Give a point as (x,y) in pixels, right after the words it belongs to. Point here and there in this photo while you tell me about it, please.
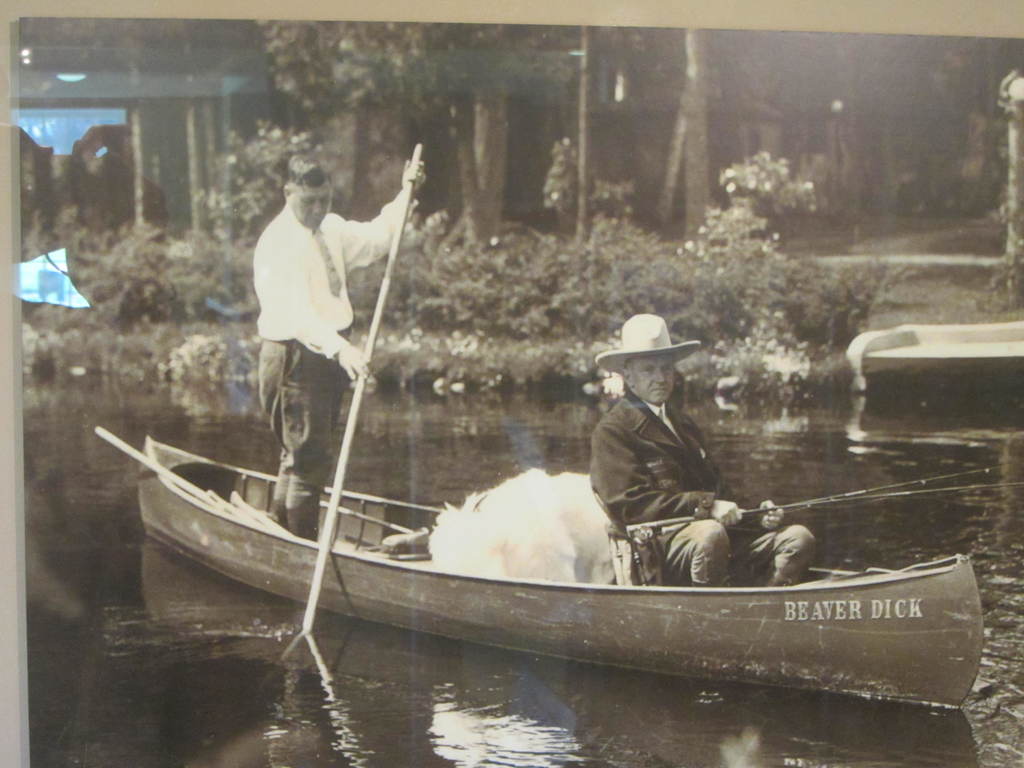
In this image there is a person (660,466) sitting on the boat (621,609) by holding sticks (901,491). Behind him there is a person (341,244) holding the paddle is rowing the boat (549,643) on the water (338,681). Behind them there are plants (455,316) and flowers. There are trees (502,197) and buildings (775,139).
